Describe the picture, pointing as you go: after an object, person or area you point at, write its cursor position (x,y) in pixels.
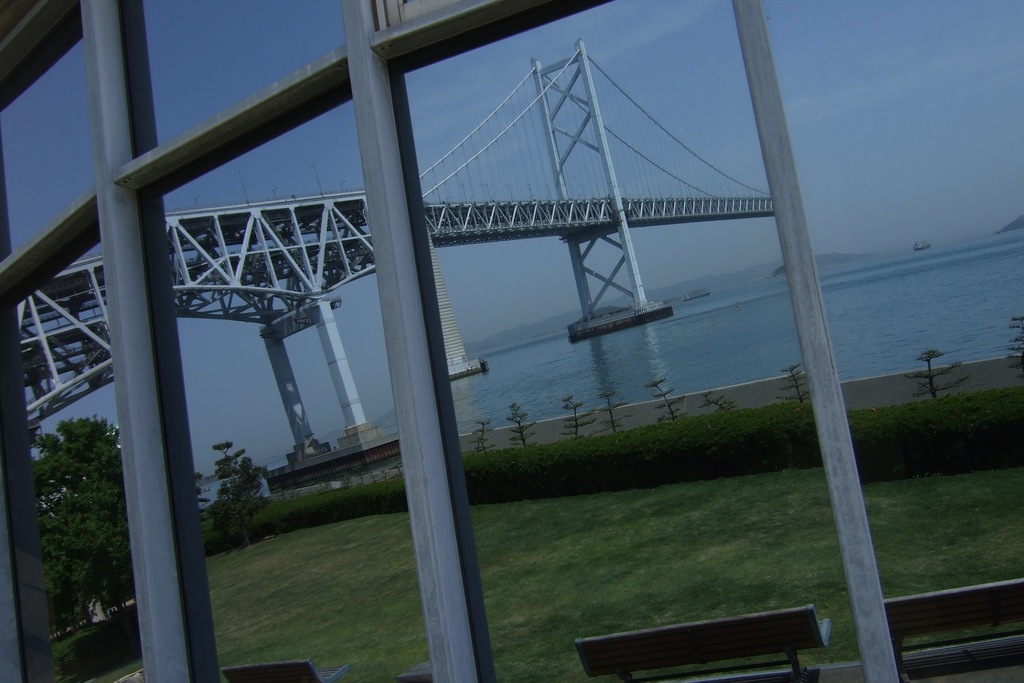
In this picture we can see benches (611,673) on the ground (839,665), grass (744,484), plants (518,472), trees (50,474), rods (427,402), bridge (433,232), water (523,361) and in the background (754,236) we can see the sky (840,9).
